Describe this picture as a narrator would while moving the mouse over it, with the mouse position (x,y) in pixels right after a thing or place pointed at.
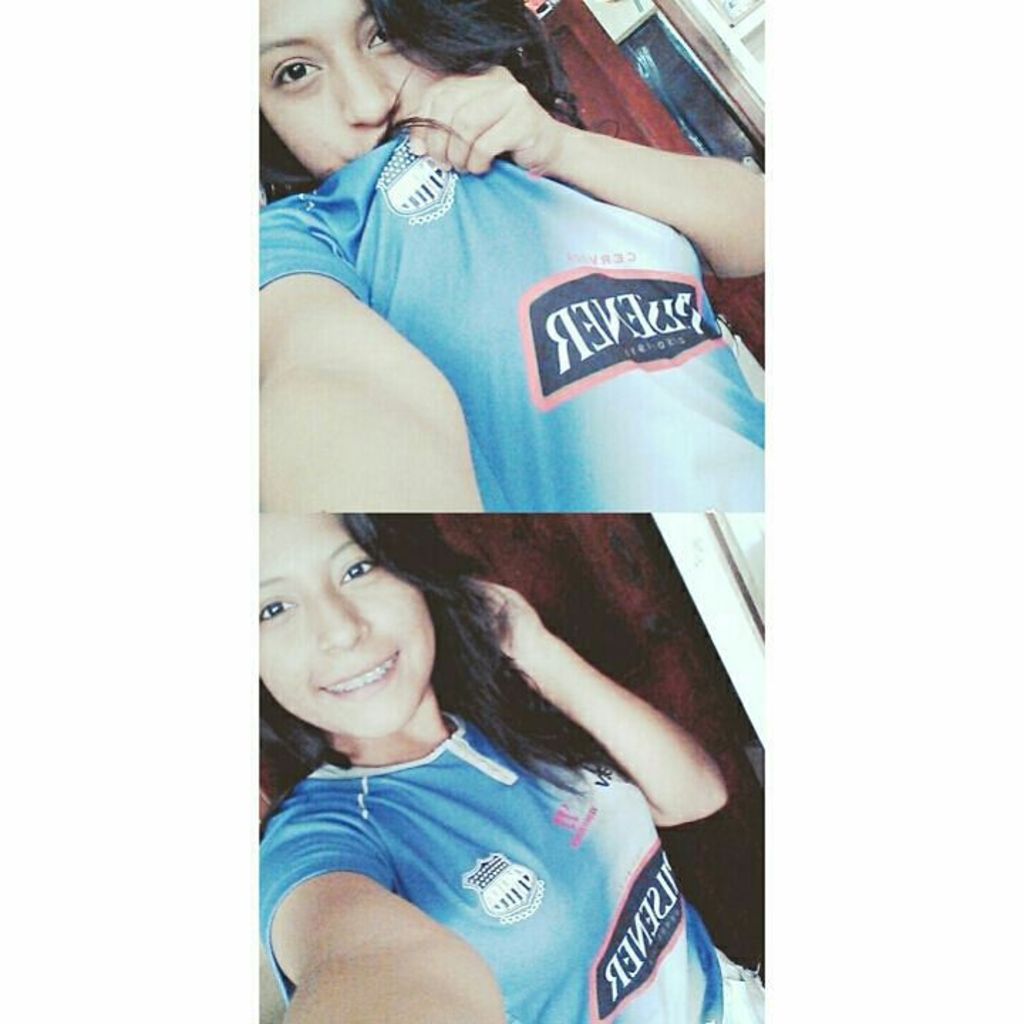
This is the collage of two images in which there is a girl (399,711) standing and smiling and at the top of the image (460,246) there is a girl (470,251) smiling and holding cloth (513,193). In the background (581,90) there is a door (595,86) which is brown in colour.
